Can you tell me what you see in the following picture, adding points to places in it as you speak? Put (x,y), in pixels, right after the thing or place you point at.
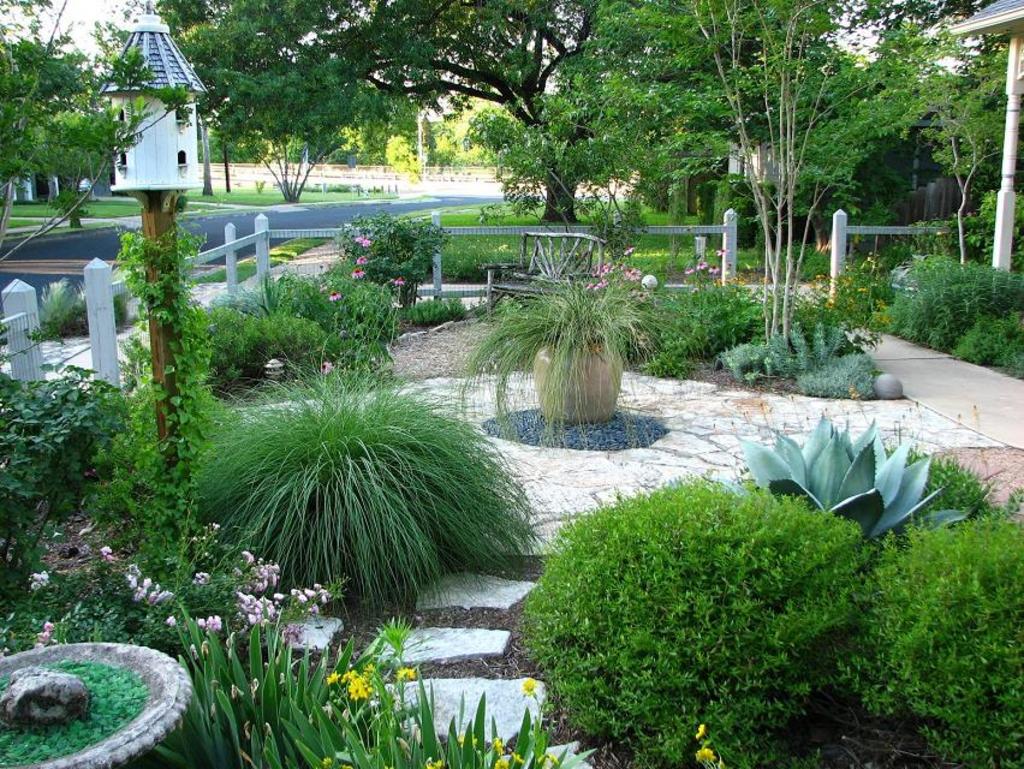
In this image we can see some plants (287,622), flowers (133,566) which are grown to the plants (378,423), there is fencing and in the background of the image (42,260) there is road (54,254), there are some houses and trees (373,134).
